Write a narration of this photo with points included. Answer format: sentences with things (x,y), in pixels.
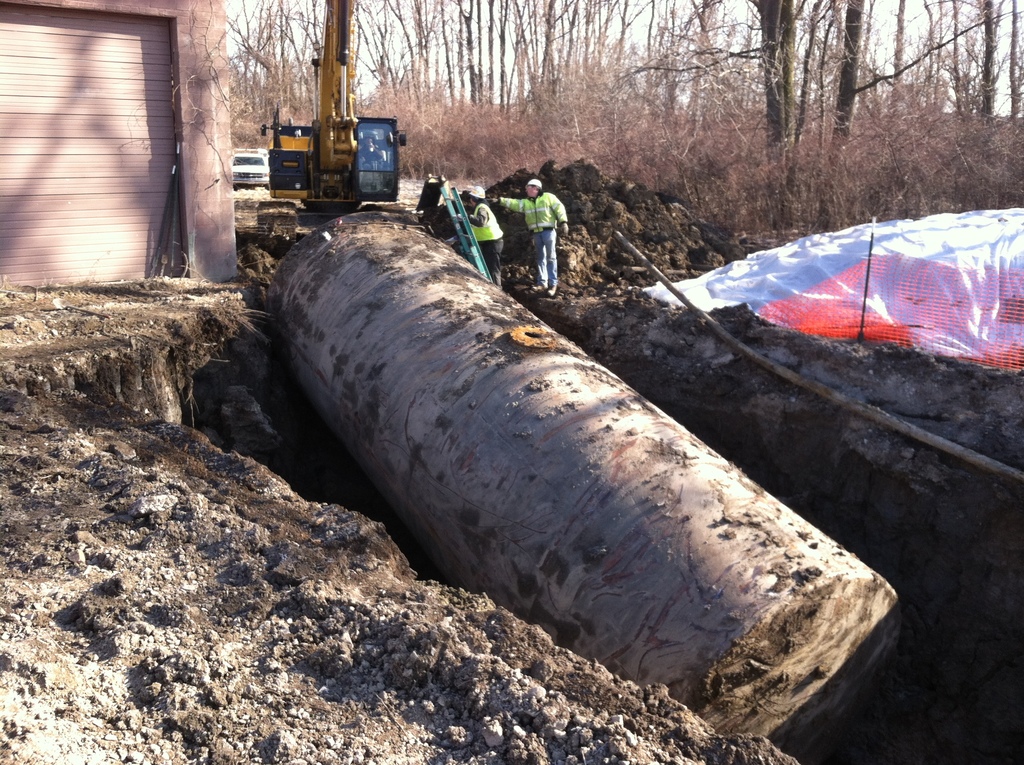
In this image we can see a container (472,406) on the ground (858,467). We can also see a pipe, net (915,342) with poles (859,334), a heap of mud (528,266), a building (157,159), some vehicles (280,196) parked on the ground (266,197), a group of trees (689,126) and the sky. We can also see two persons (534,180) standing. In that a man (493,247) is holding a ladder (447,199).
